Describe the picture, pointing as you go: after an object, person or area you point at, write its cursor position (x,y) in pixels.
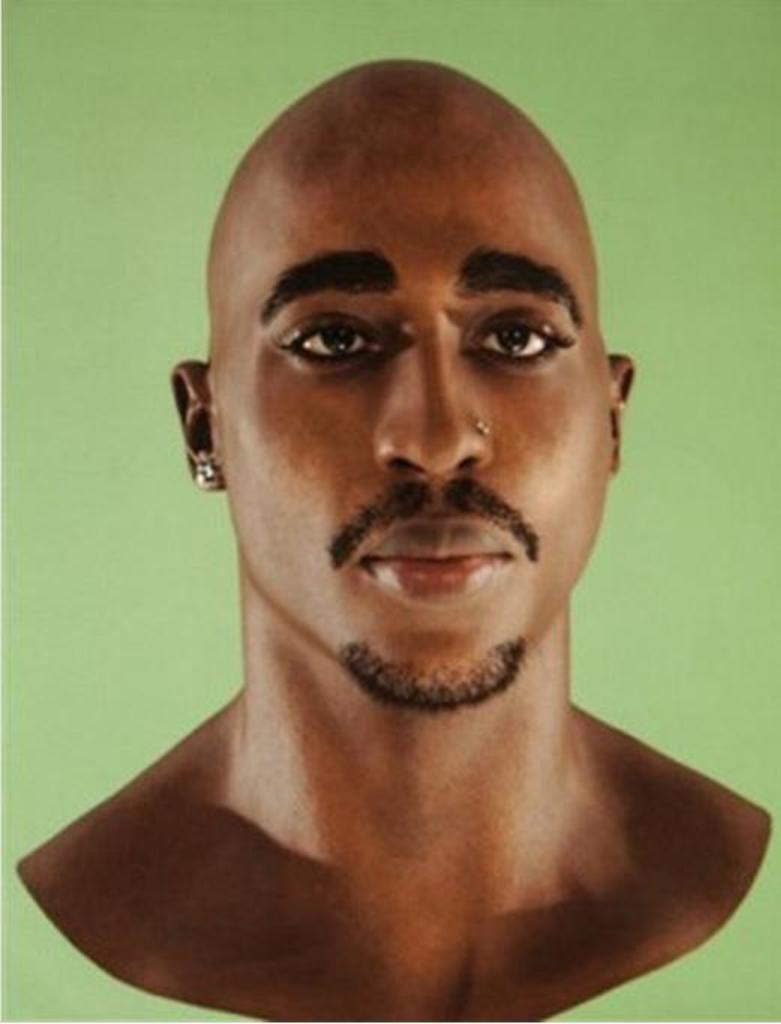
In this image there is a picture of a man (452,426). He is wearing ring (212,472) on his ear (221,478) and nose (458,450).
